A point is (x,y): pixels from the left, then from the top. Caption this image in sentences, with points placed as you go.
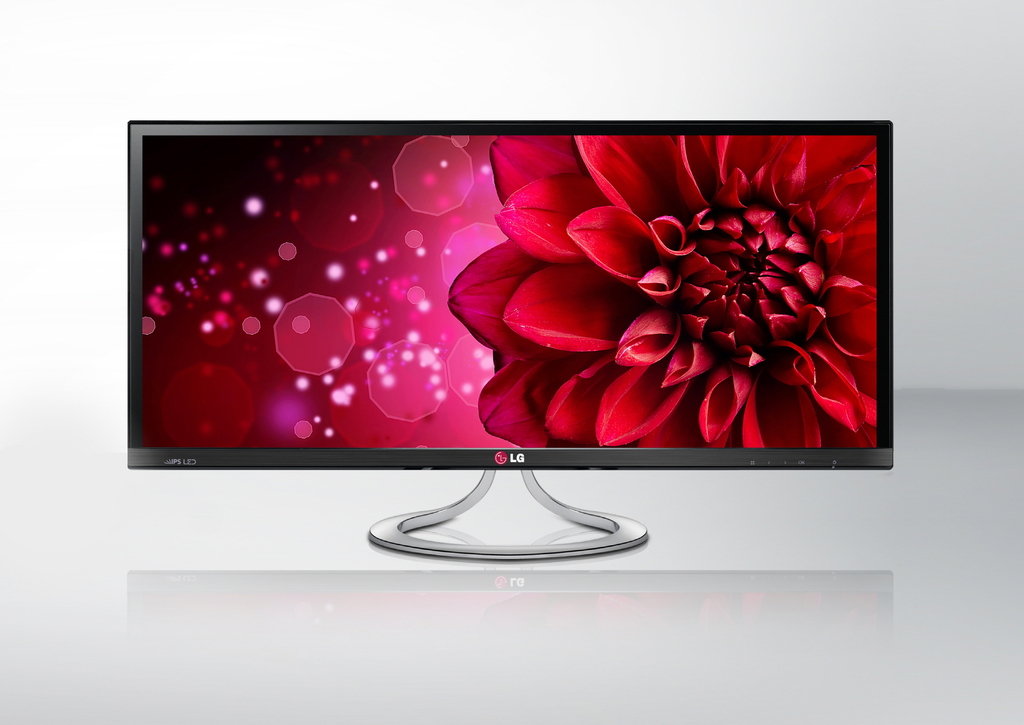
In the picture there is a television (421,379), on the television screen (485,323) we can see flower (565,272), behind the television (256,293) there is a wall (196,84).
